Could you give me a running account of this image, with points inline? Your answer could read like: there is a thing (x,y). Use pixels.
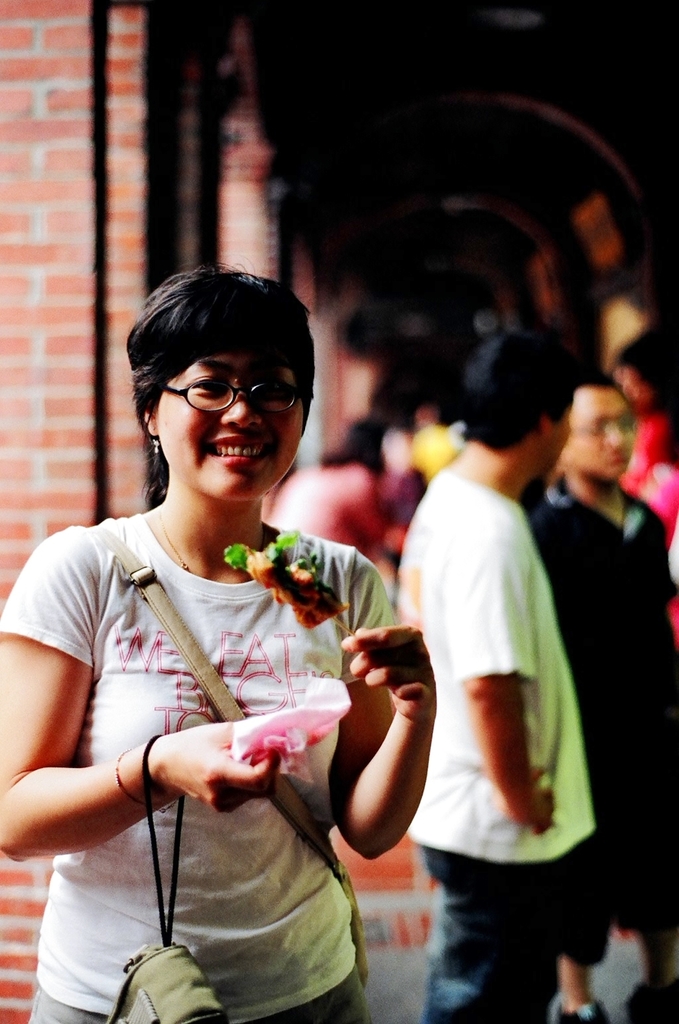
In front of the image there is a woman (216,585) standing by holding some object (239,754) in her hand (226,792), behind the woman (235,787) there are some people (440,456) standing in the corridor (444,411) of a building (456,369), on the left side of the image (59,269) there are pillars (125,244), on the right side of the image (614,218) there are name boards (595,231) on the walls (530,279).
